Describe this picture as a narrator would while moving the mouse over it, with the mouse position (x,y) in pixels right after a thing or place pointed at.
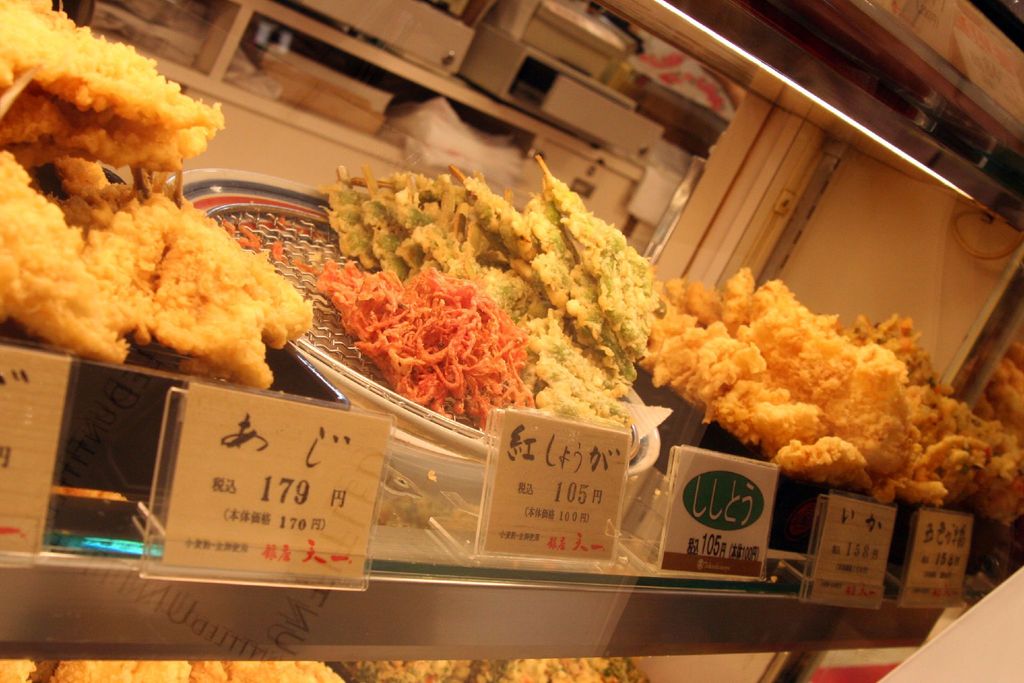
In this image I can see few plates (329,384) and in them I can see few food items (90,196) which are orange, green, cream and brown in color. I can see few white colored boards (231,458) in front of them. In the background (479,43) I can see a light (822,104), few racks (536,78) and few objects (493,44) in the racks (432,90).
